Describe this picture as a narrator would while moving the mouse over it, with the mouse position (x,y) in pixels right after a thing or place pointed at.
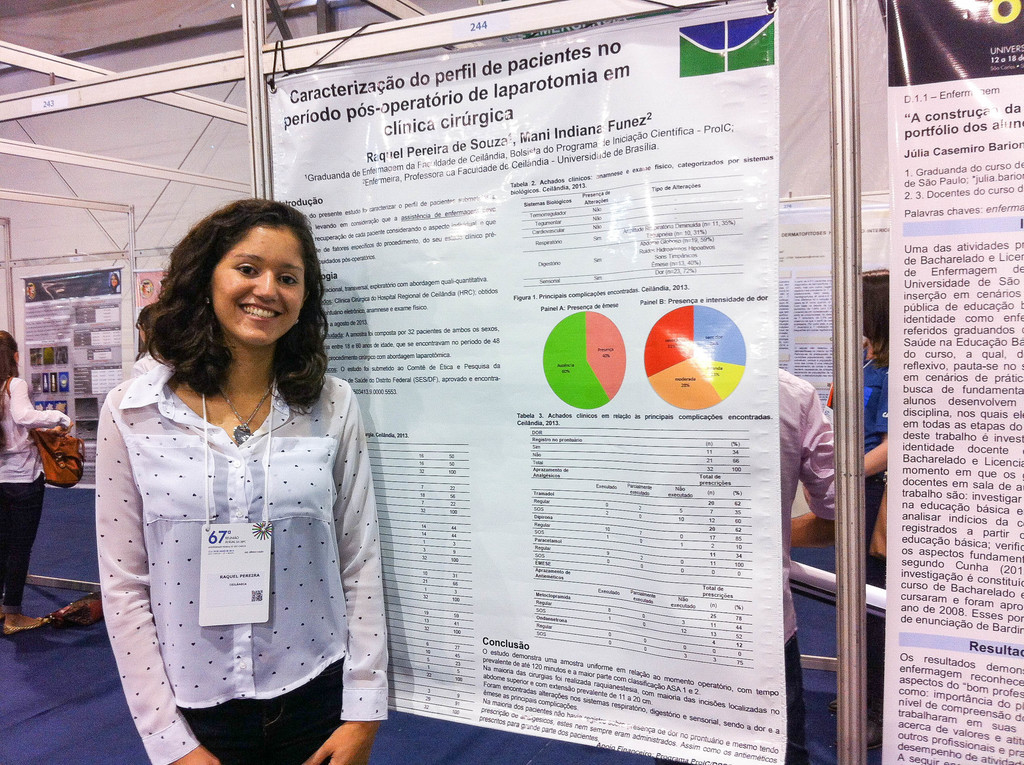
In this image I can see a woman (178,721) is standing. I can see she is wearing white dress (183,448) and black pant (271,722). I can also see white colour thing (266,584) over here and on it I can see something is written. In the background (561,73) I can see number of boards (409,243) and on these boards (428,220) I can see something is written. I can also see few people (30,426) are standing in background (9,422). Here I can see smile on her face (255,318).
